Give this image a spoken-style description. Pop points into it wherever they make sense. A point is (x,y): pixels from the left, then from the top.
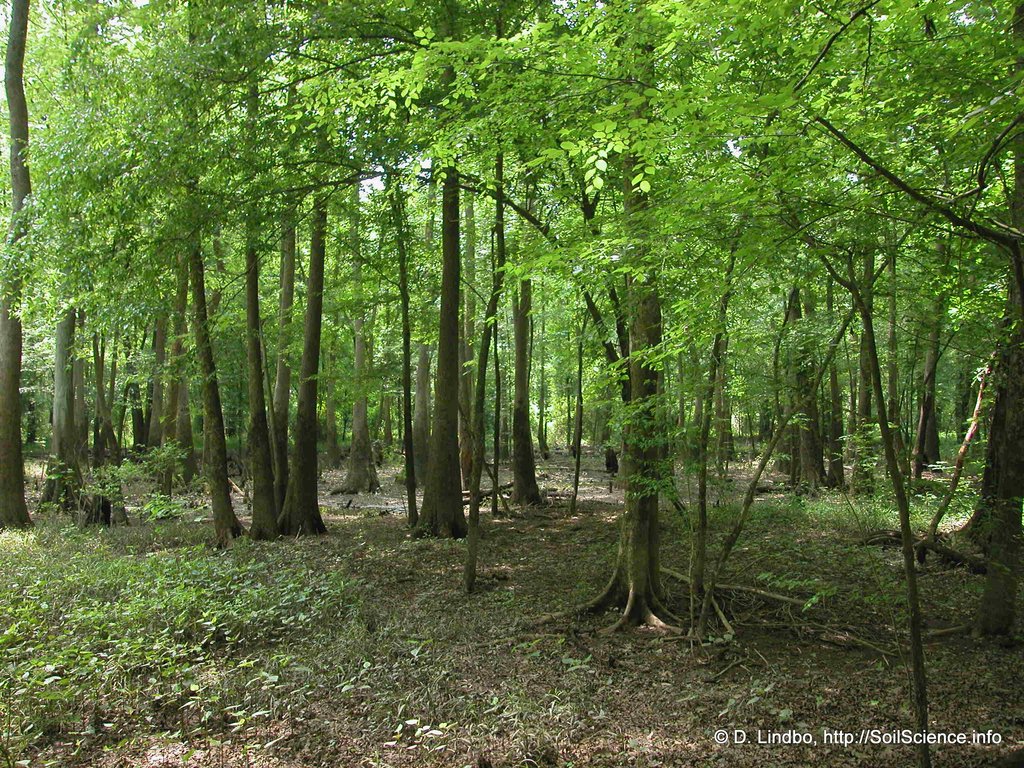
In this picture I can see trees (459,197), plants (729,709) and text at the bottom right corner of the picture (789,736).
